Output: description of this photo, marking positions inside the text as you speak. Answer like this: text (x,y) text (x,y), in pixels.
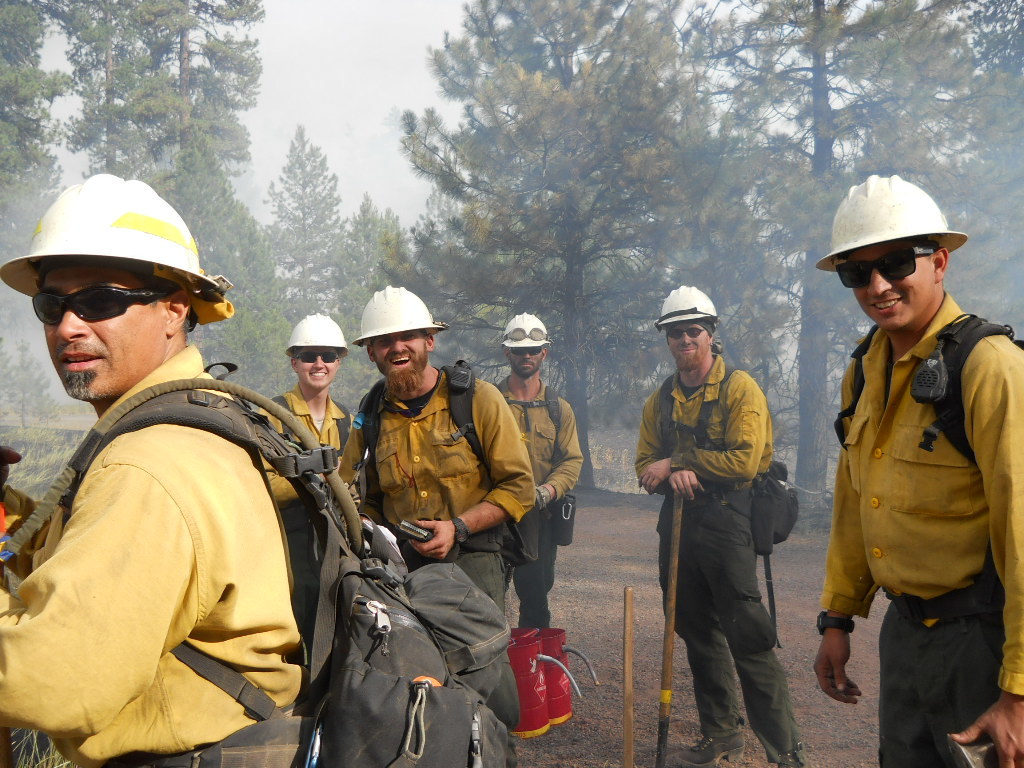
In this image we can see people (547,469) with the same costume (971,436) and we can also see trees (565,140) and sky (60,46).
